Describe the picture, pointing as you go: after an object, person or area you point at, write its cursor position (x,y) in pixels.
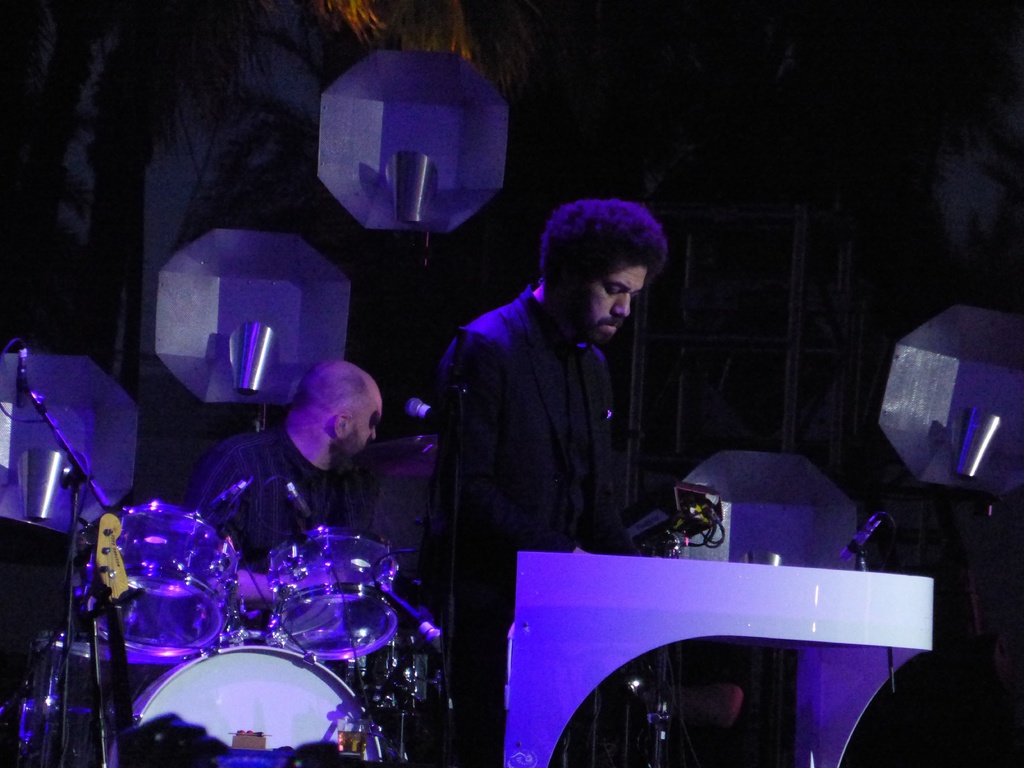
In this image in the center (581,451) there is one person (551,548) who is standing and he is playing a piano (547,608), and also there is one mike (865,544) and on the left side (261,533) there is one person (249,506) who is sitting and in front of him there are some drums (316,632). In the background (527,187) there is a wall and some objects (365,226).
